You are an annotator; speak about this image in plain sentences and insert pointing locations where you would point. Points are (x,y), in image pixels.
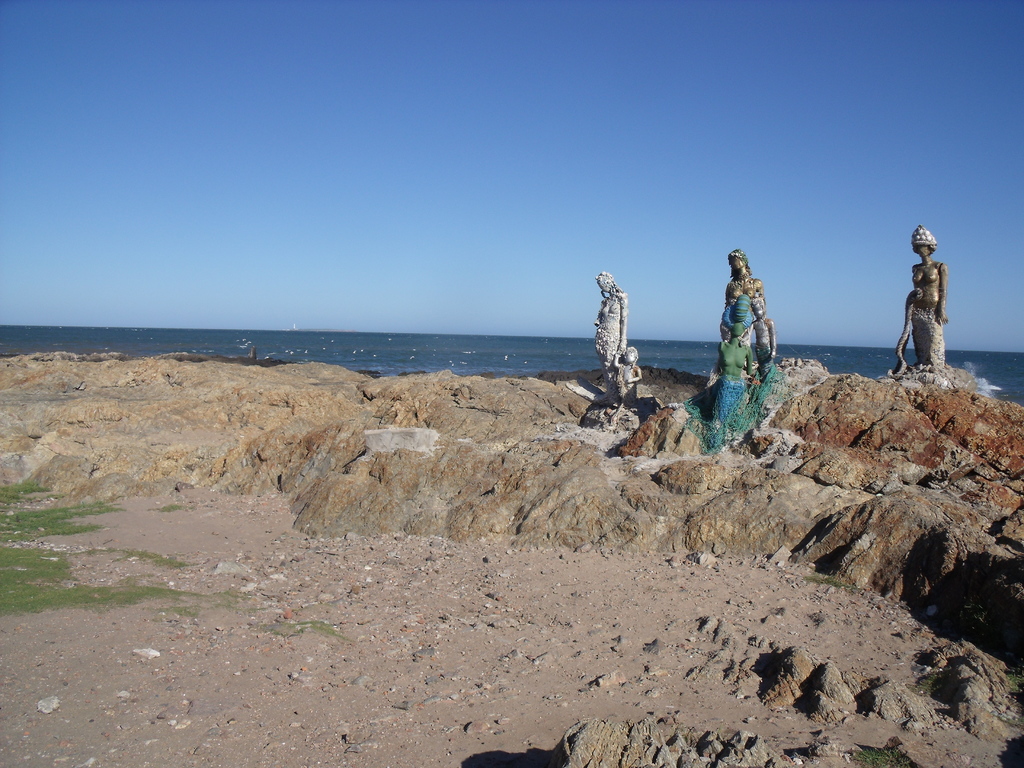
In this picture I can see statues (773,346) and I can see water (579,344) and a blue sky (595,143).
